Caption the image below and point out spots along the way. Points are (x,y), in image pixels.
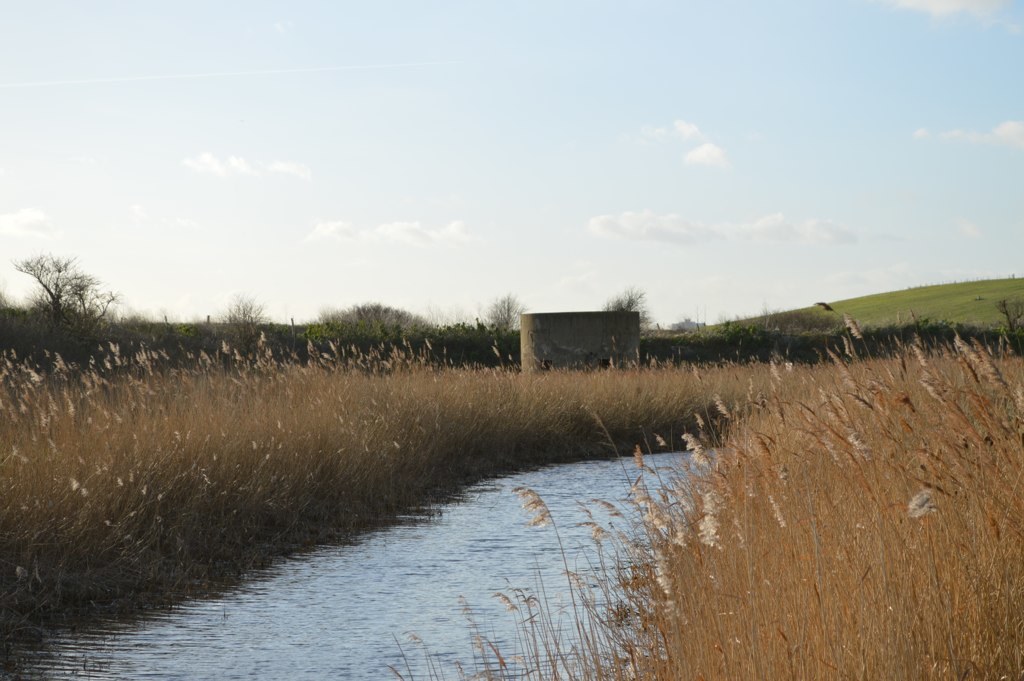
In the center of the image (526,412) there is a canal (522,585) and we can see grass (841,420). In the background (970,328) there is a hill (932,317), trees (369,328) and sky (536,278).
